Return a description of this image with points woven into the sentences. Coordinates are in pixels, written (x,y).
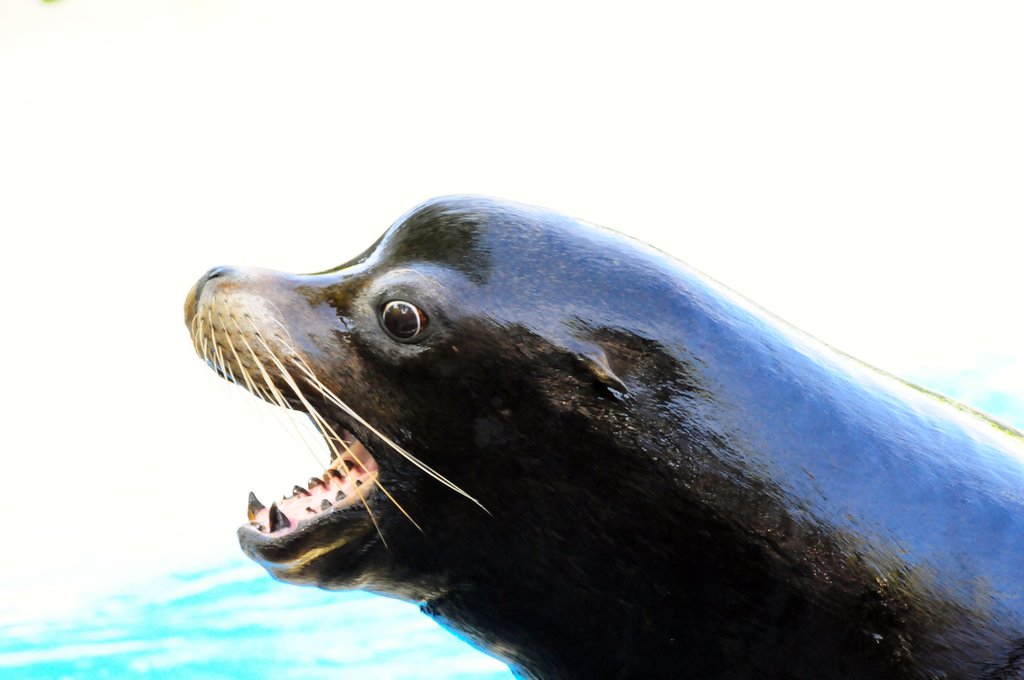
In this picture I can see the water (192,647) at the bottom (243,636), there is a seal (302,303) in the middle (444,304).
